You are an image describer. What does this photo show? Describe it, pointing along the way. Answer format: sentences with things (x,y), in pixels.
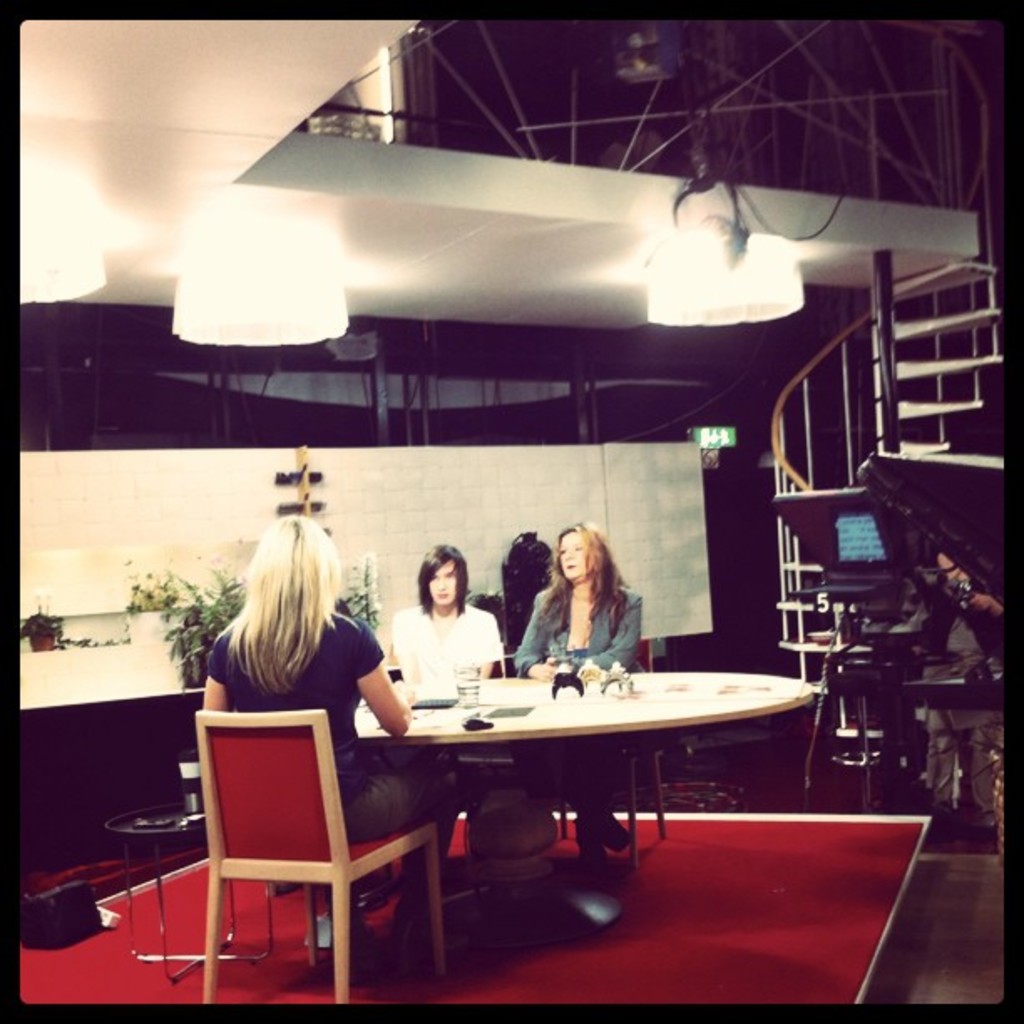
In the center (580,532) we can see three persons (612,814) were sitting on the chair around the table (487,692). On table (494,737) there is a glass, book (436,705), toy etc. In the background (273,339) we can see light (262,331), wall (346,457), steps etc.
